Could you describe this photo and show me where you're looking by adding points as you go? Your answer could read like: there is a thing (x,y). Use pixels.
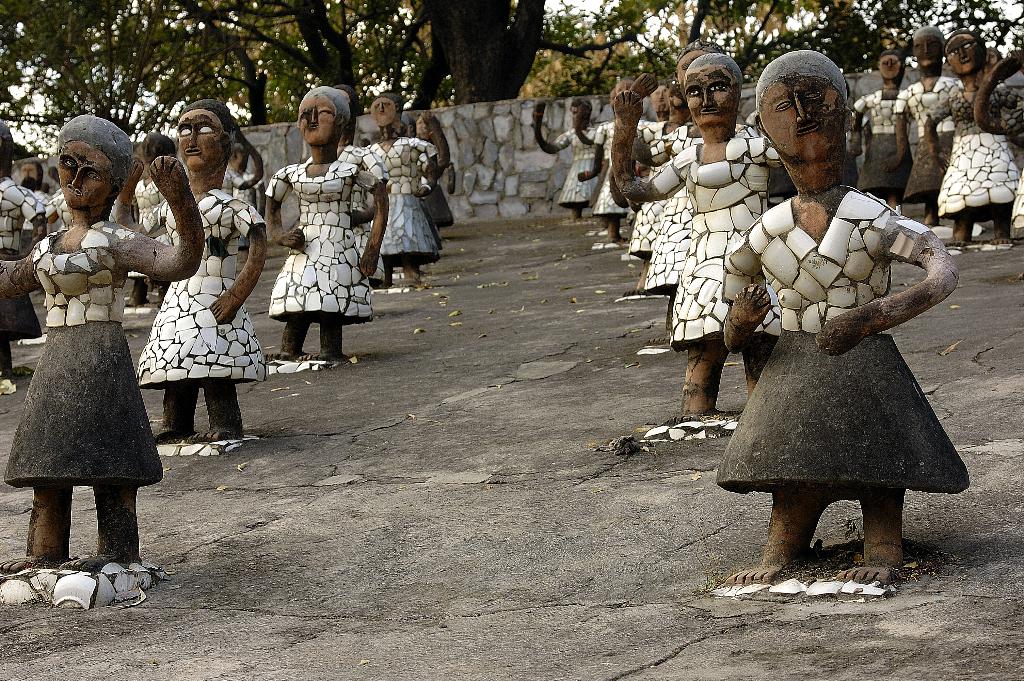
In this picture we can see statues (291,338). In the background (206,42) we can see a wall (526,154), trees (481,18), and sky (590,22).
